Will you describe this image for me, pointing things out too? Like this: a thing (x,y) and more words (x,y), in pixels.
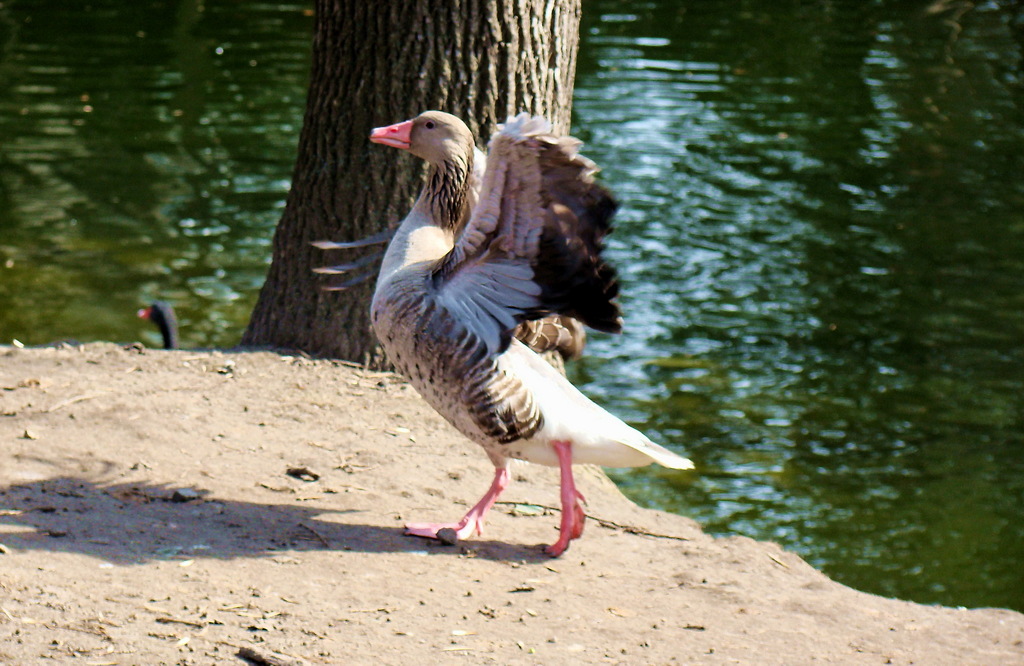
In this image I can see a bird (467,350) which is in brown, black and white color. Background (304,294) I can see trunk (330,45) in brown color, I can also see the other bird (140,313) in water (198,217).
